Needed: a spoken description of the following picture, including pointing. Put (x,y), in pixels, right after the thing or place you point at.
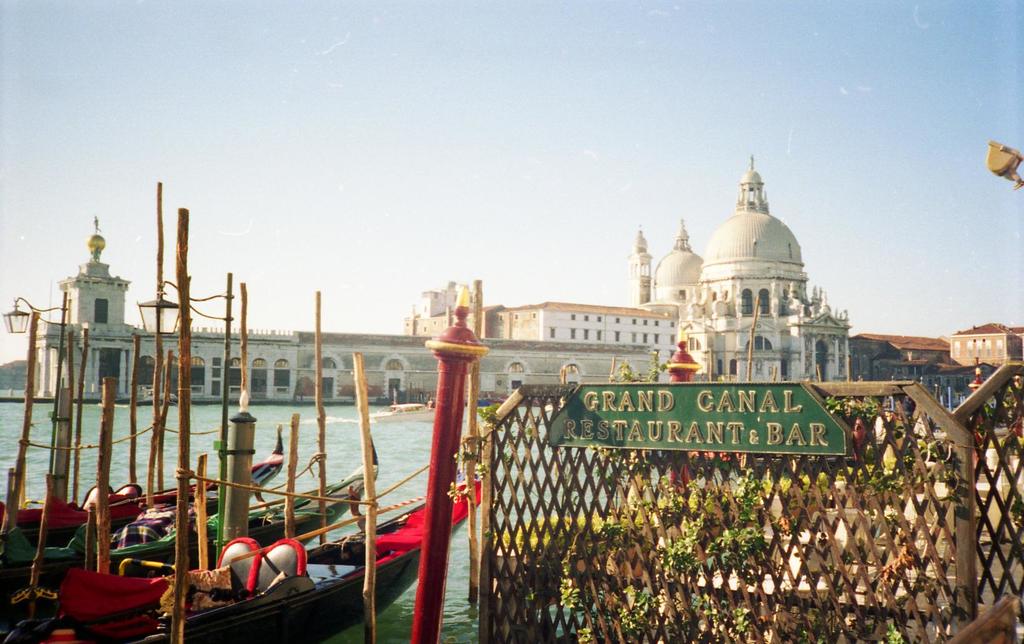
In this image there are buildings (789,370) and we can see a fence (929,410). There is a board (803,431). We can see water (347,429) and there are boats (326,566) on the water (358,466). In the background (473,166) there is sky (645,77). There are plants (745,502).
